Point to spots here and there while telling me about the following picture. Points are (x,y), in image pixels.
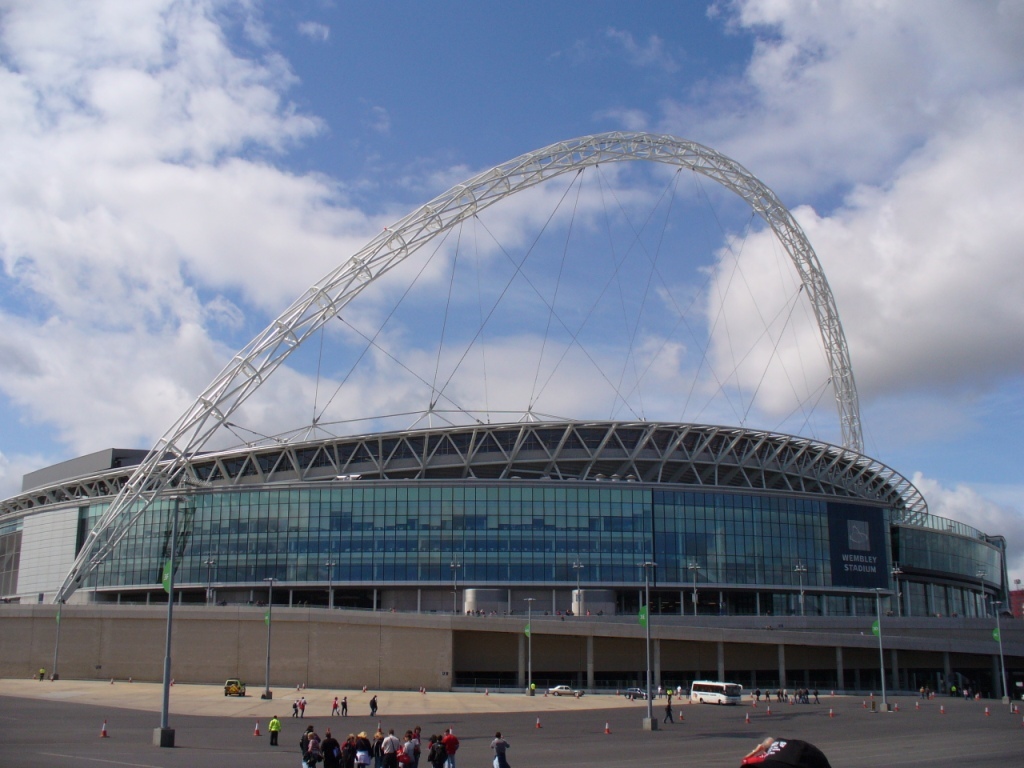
In this picture we can see an architectural building (382,462). In front of the building (342,537), there are poles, people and vehicles (739,686). Behind the building (476,487), there is the sky (420,78).
